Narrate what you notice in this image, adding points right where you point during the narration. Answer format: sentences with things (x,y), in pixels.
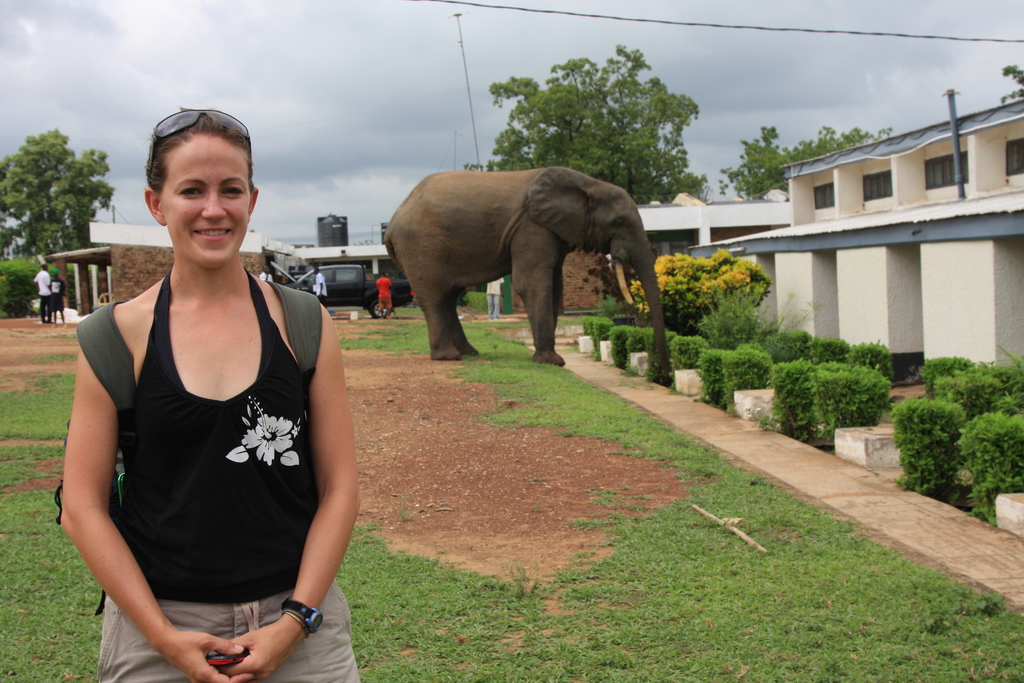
On the left side (311,530) a beautiful woman (308,530) is standing, she wore black color top (296,524). In the middle (429,229) an elephant (519,289) is standing, on the right side (848,251) it looks like a house (893,318). There are trees (60,202) in this image.
